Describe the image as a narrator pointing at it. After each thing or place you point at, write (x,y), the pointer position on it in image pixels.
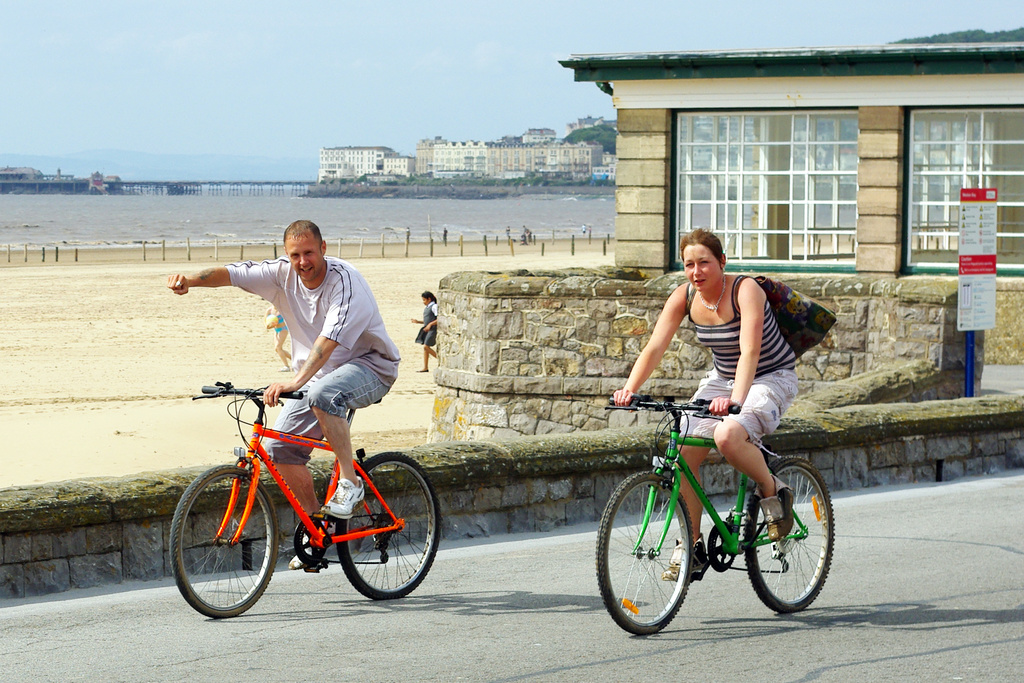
In this image i can see a man (355,338) and a woman (724,365) is riding bicycle (604,567) on road (590,597) the woman (723,402) is wearing bag (789,300) at the back ground (924,267) i can see a board (980,262), a building (881,226), a window (831,219), the other women (433,319) is walking, water (452,228), a tree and a sky (415,112).
